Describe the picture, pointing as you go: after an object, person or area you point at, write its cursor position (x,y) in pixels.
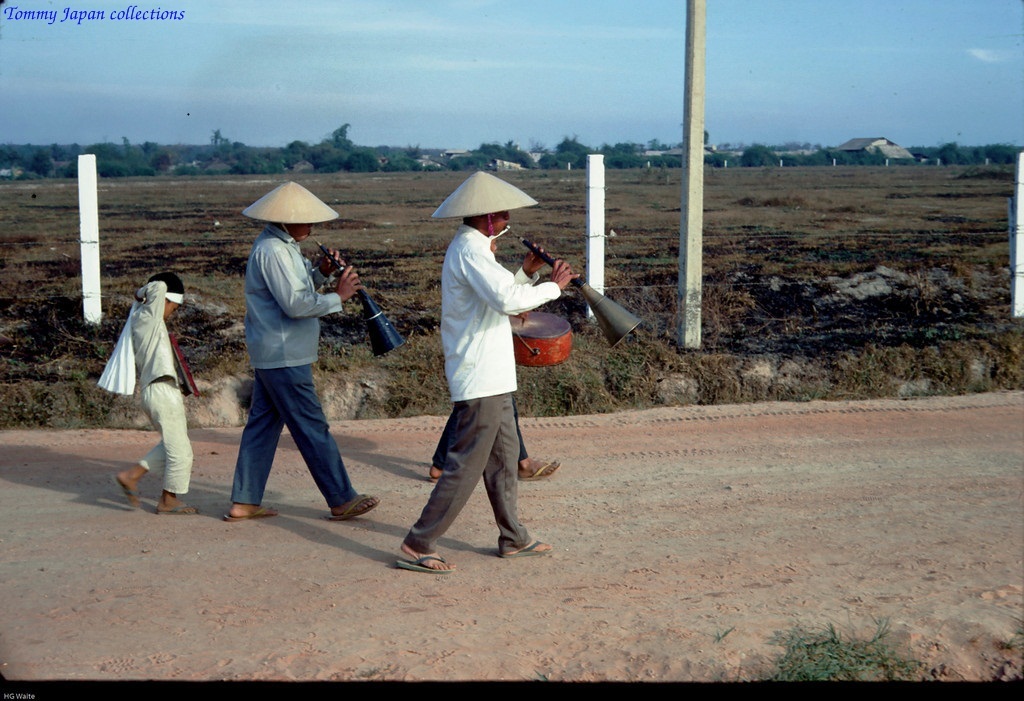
In this image I can see few people (498,470) are walking and holding musical instruments (546,360). Back I can see few trees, houses (870,140) and fencing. The sky (589,71) is in blue and white color.
